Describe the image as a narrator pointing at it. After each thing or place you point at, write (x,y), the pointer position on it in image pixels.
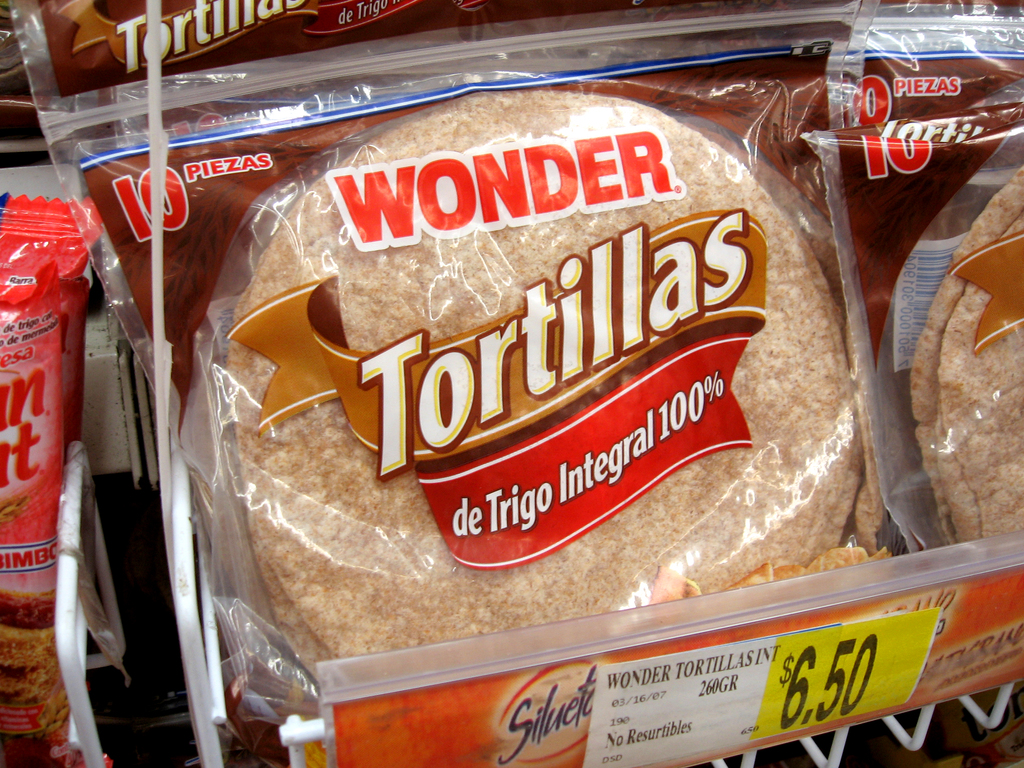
In this image we can see food items (511,340) packed with covers (876,309) having logos (609,313) on it are kept on the shelf (628,614). Here we can see the price tag (813,716).
